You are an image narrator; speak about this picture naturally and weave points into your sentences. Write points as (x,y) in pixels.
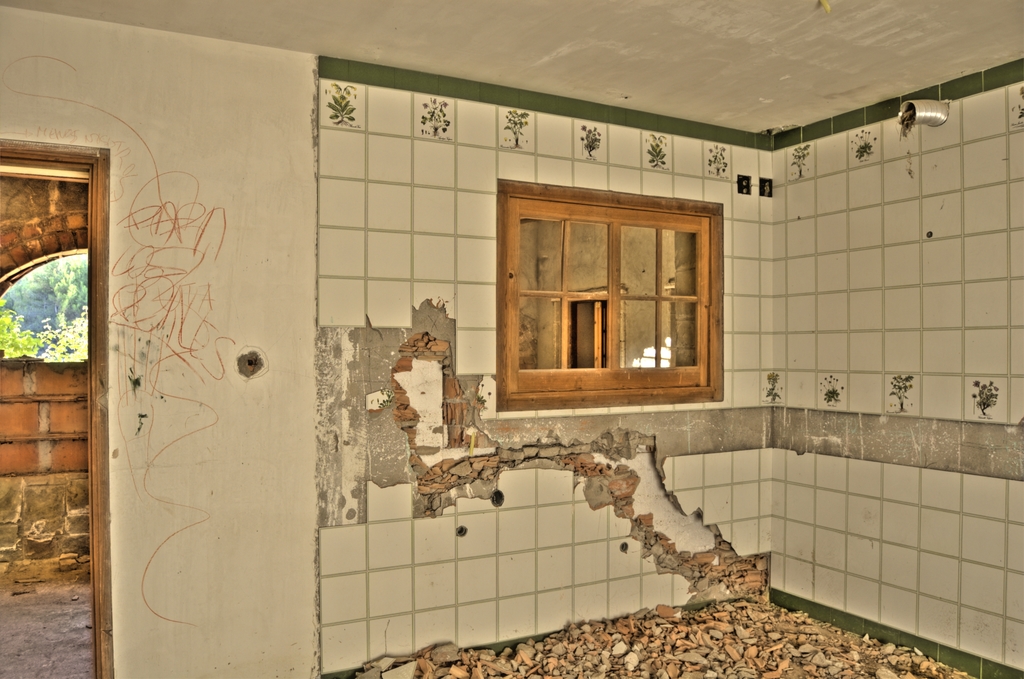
The picture is taken in a room (509,602). In the foreground of the picture (595,643) there is debris (581,635). In the center of the picture (527,262) there is a window (573,287) to the wall (410,259). On the left (37,516) through the door (35,535) there is another wall (45,406) and trees (41,301). On the right (912,114) there is a pipe (929,107).
